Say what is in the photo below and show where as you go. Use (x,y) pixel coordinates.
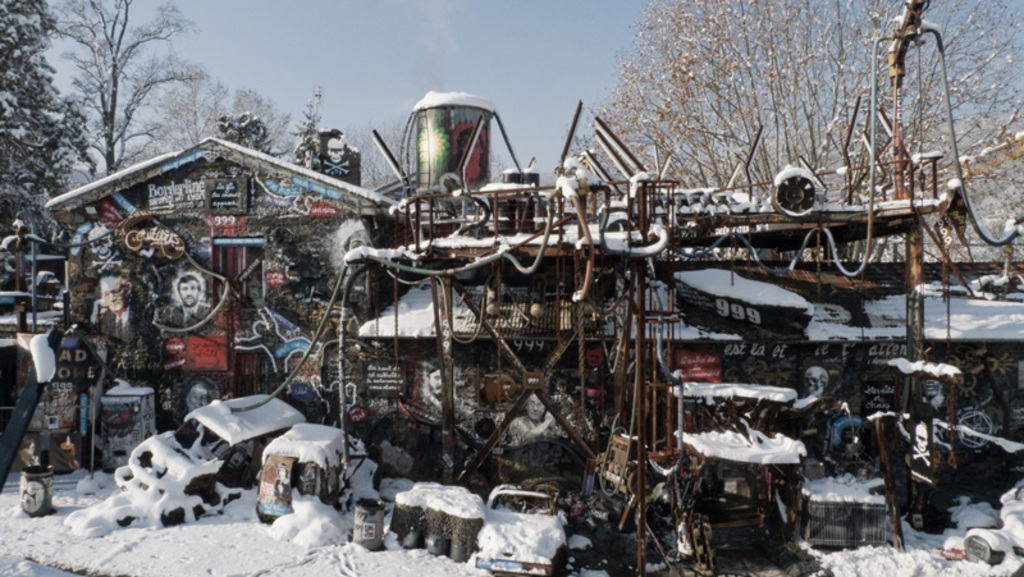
In this picture I can see few vehicles (225,471), poles (485,452), buildings (248,211) and other things (470,214) and I see all these things (589,236) are covered with snow (987,275). In the background (31,24) I can see the trees (662,96) and the sky (598,60) and on the buildings (331,334) I can see the art (273,313) and I see something is written.
